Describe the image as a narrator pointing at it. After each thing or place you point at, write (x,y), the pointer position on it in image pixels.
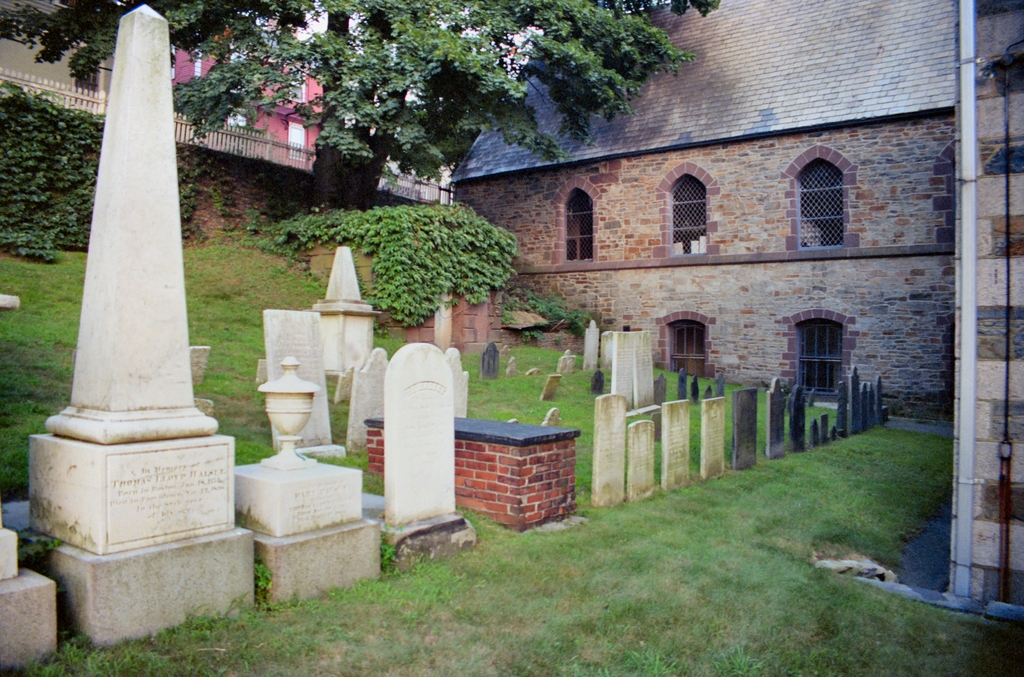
At the bottom of the image (567,611) I can see the grass (453,566). In the background (704,309), I can see trees (276,71) and buildings (806,96).
